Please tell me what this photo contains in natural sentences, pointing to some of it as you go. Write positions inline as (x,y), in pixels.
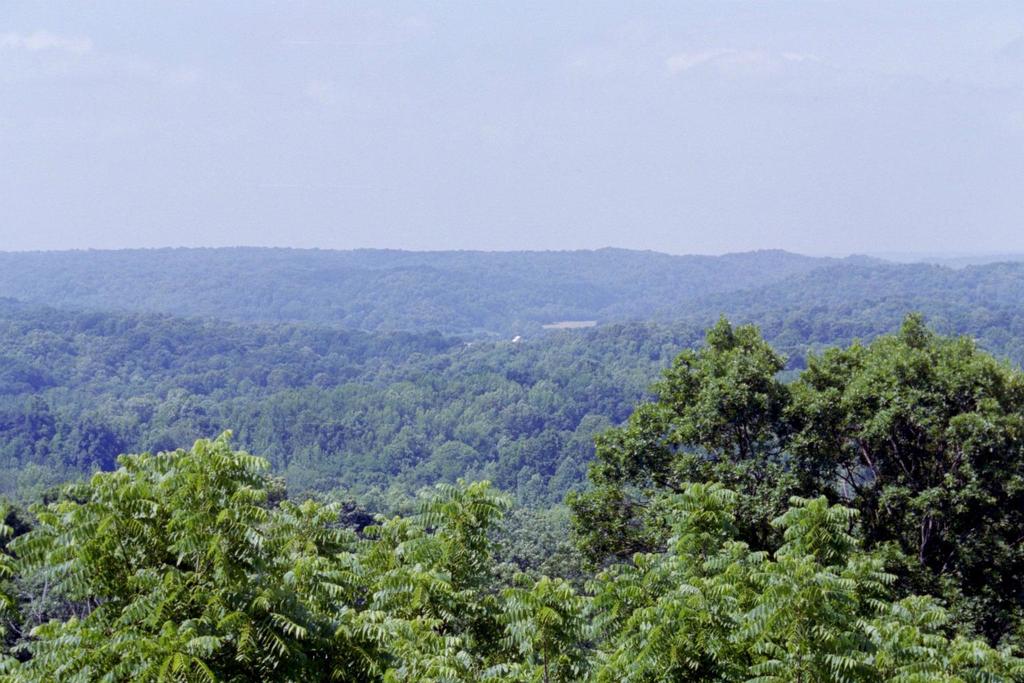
In this image I can see trees (567,351) and mountains (464,317). On the top (415,134) I can see the sky (461,206). This image is taken may be in the forest (293,505).
